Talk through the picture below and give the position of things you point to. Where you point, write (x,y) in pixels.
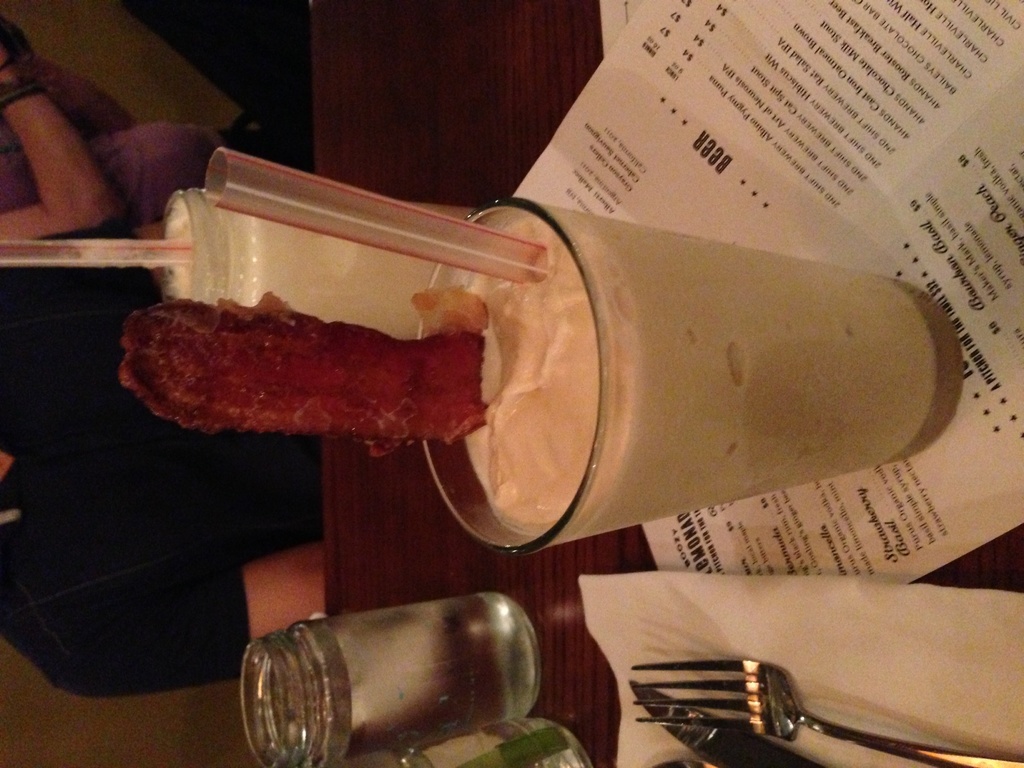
In this image we can see some juice (618,460) in a glass (675,379). Behind the glass (671,430), two bottles (334,634) are there. Right side of the image (987,672) paper (935,525) and napkin (770,621) is present. Bottom right of the image (791,719), fork (774,695) and knife (722,747) are there. Left side of the image (73,454), persons (120,293) are present.
